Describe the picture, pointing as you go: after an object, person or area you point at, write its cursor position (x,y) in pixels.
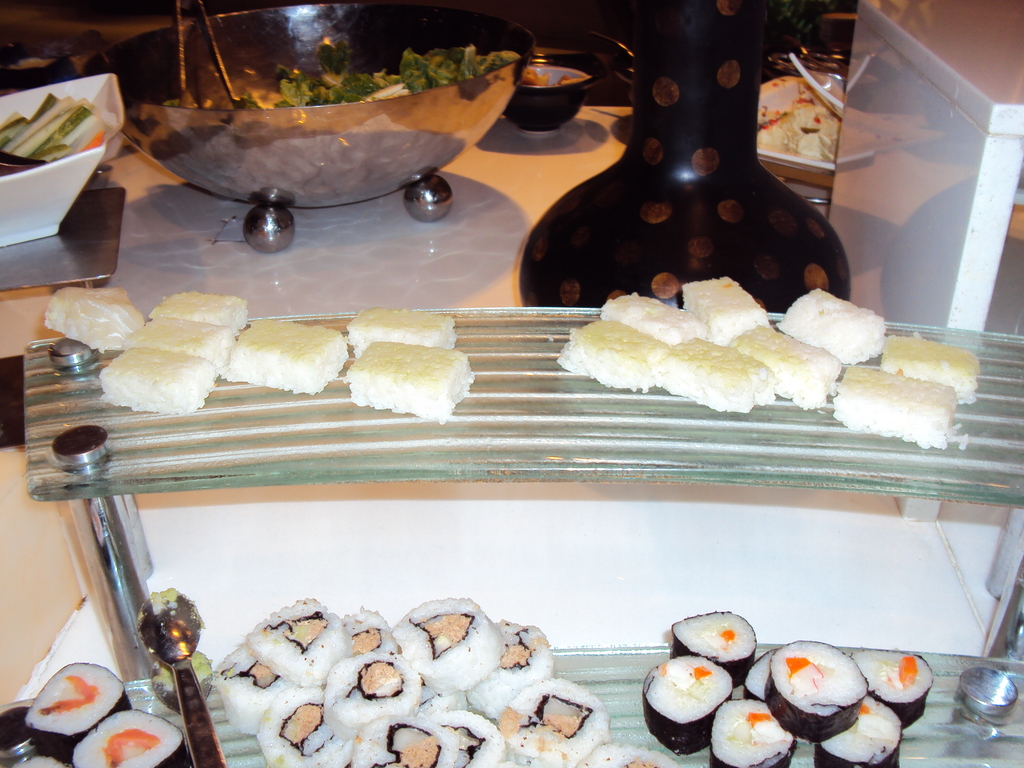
In this image we can see some food (683,317) placed in the racks (533,422). We can also see a table (500,294) containing some food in the bowls (201,163) and a vase (679,305) on it.
